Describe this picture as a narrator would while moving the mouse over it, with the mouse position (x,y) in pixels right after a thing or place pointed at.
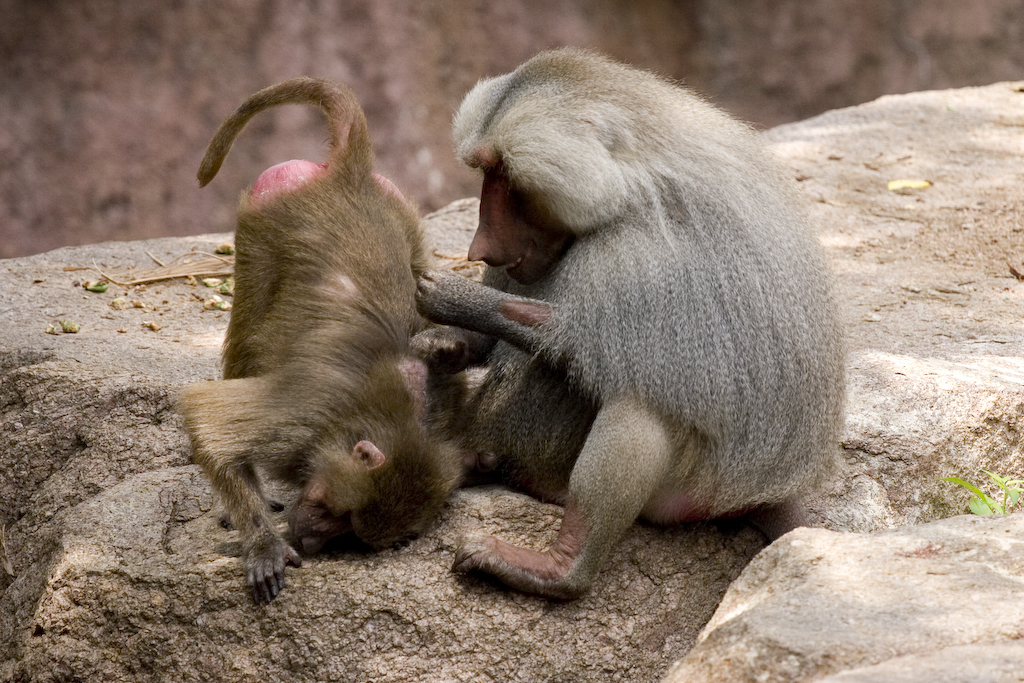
In this picture I can see two monkeys (397,195) on the rocks (648,616), and there is blur background (315,25).
